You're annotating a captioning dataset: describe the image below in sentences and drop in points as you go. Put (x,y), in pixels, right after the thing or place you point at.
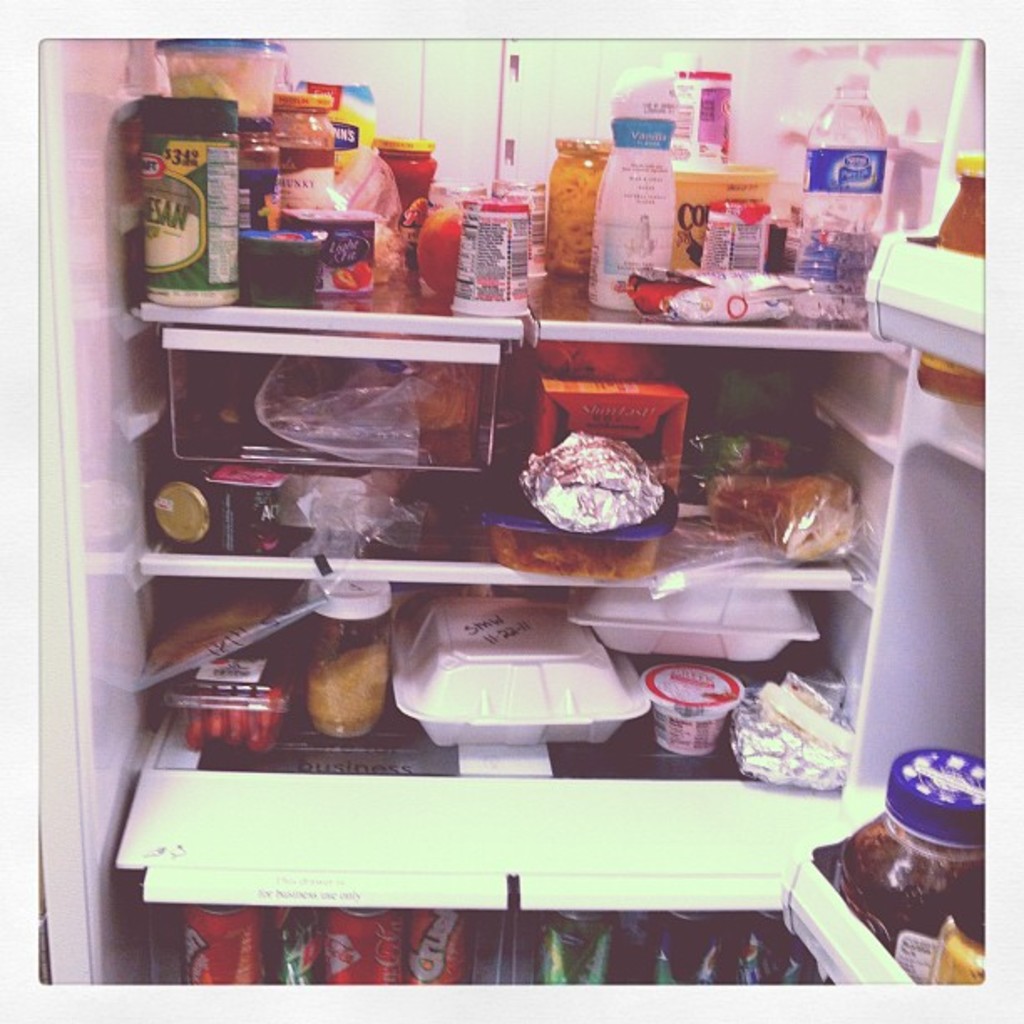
In the picture there is a fridge (913,442). It contains four shelves (568,906). On the bottom (293,945) there is a coke cans (449,980). On the top (750,188) we can see a water bottle (845,194), cup (496,273) and boxes (349,241). On the top right (959,215) there is a honey bottle (978,212).
